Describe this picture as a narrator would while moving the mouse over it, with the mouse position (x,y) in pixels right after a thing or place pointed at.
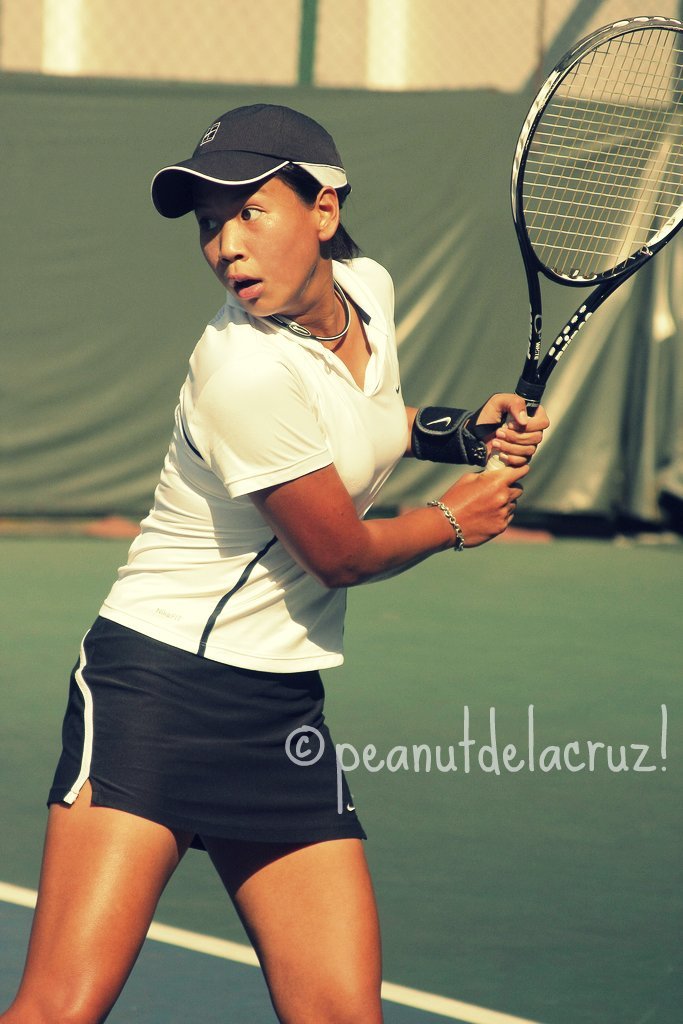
In this image there is a tennis player (284,595) holding a racket (572,253). There is a green color carpet (441,678) and net (5,54) with a green color curtain (2,91) at the back side (384,239).
